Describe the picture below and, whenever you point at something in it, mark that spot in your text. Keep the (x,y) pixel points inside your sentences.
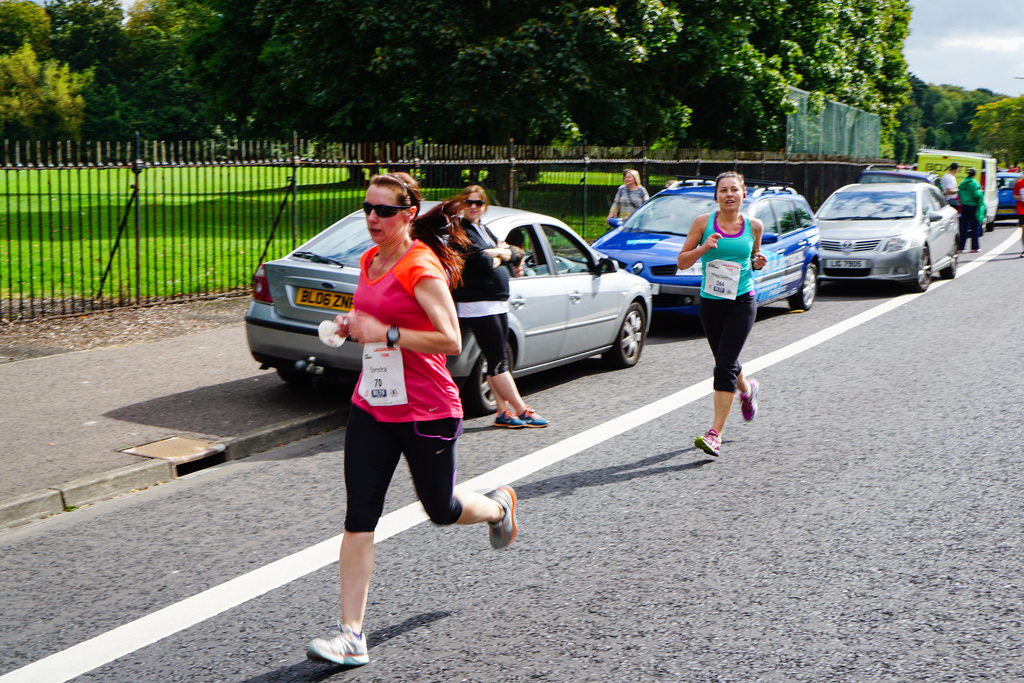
In the background (1015,146) we can see sky (964,58), trees (918,92). Here we can see fence (52,230) and grass (37,235). We can see vehicles (684,234) on the road (829,302). We can see people (494,338). Among them few are standing and few are running on the road (519,446).
